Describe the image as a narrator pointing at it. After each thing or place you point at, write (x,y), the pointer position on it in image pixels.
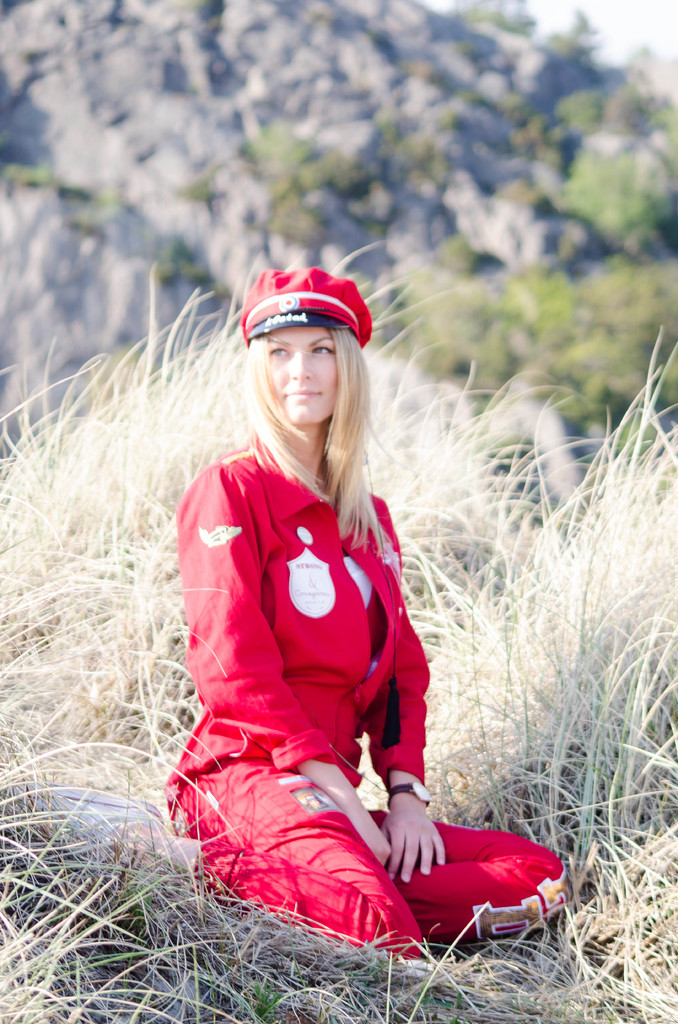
In this image there is a woman (298,527) sitting on the surface (142,497) of the grass (454,667).
